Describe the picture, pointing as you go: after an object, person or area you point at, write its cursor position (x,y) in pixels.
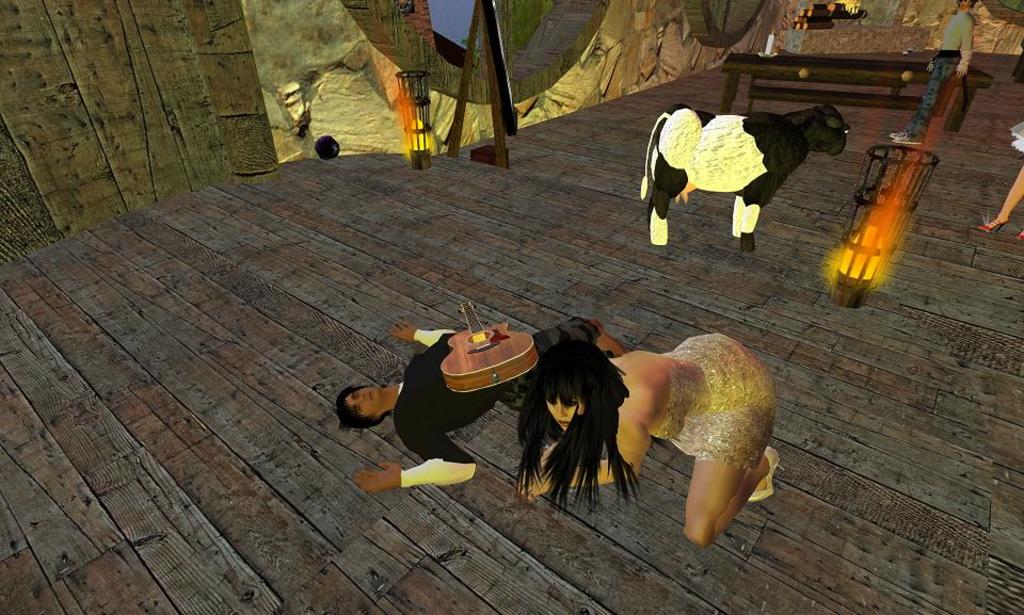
Here we can see a graphical image, in this picture we can see cartoons (601,461), there are two persons (547,438) and a guitar (474,386) in the front (508,412), there is a sheep (748,200) in the middle (665,220), in the background (1005,201) we can see two persons (959,75) are standing, we can also see a bench (854,98) and a table (852,71).
